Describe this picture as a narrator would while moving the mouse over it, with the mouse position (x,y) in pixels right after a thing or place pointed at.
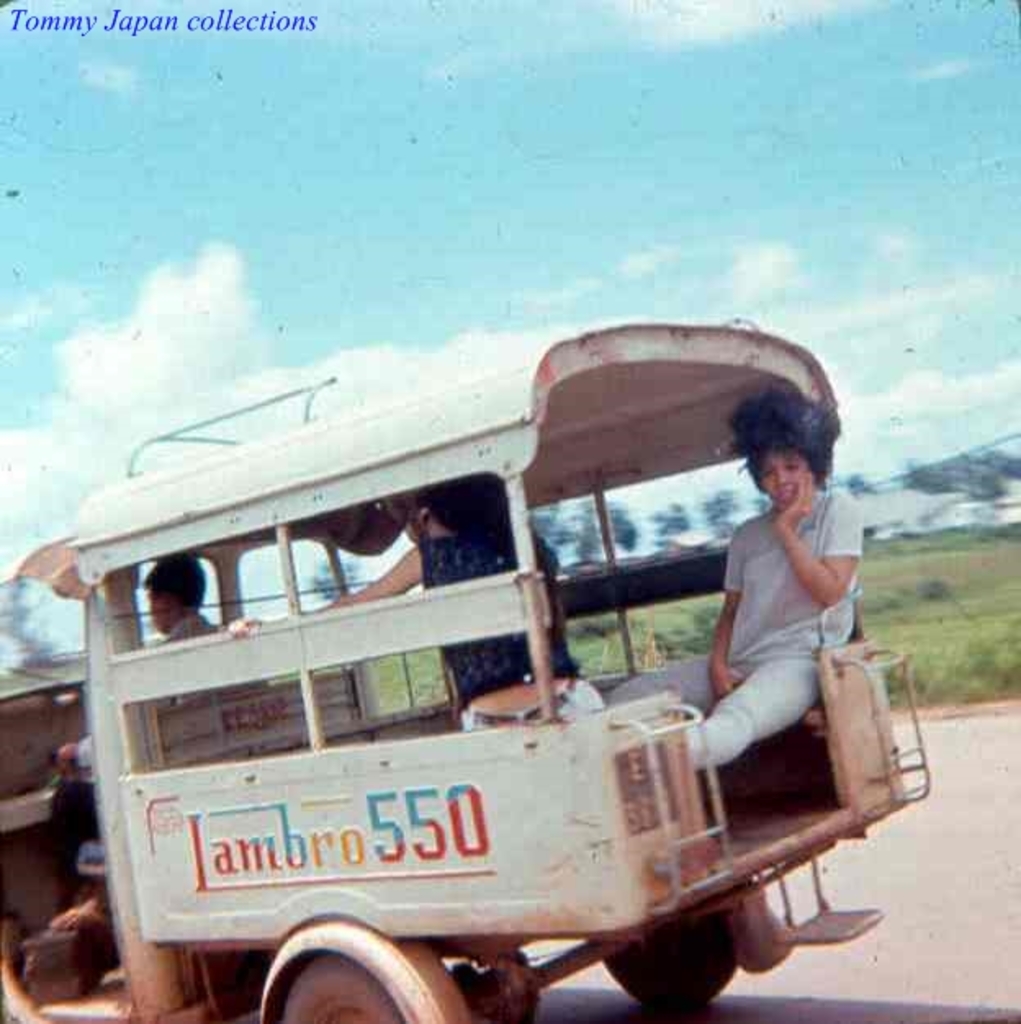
In this picture we can see the clouds (69,393) in the sky (681,164). Background (1012,462) portion of the picture is blur. We can see the green grass (952,607). We can see the people (769,673) sitting in the vehicle (499,589). In the top left corner of the picture (304,32) we can see there is something written. On the right side of the picture (959,867) we can see the road (894,899).
